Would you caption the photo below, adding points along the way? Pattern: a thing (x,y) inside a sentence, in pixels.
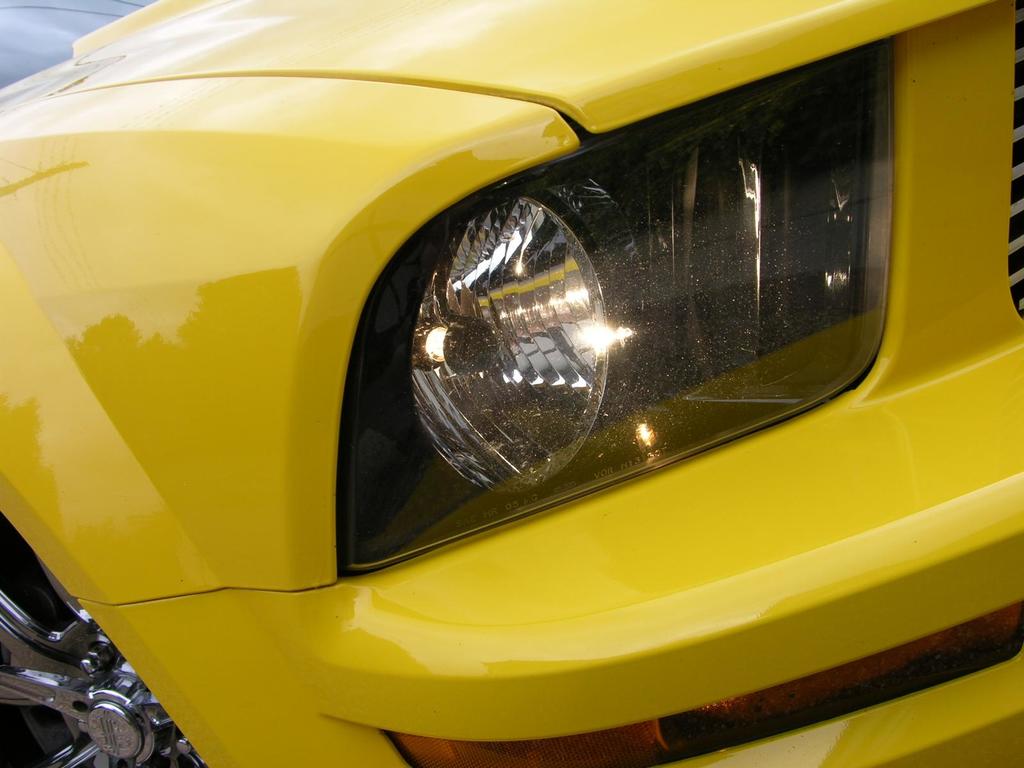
In this picture there is a yellow color car (588,90) in the center of the image (617,298).
